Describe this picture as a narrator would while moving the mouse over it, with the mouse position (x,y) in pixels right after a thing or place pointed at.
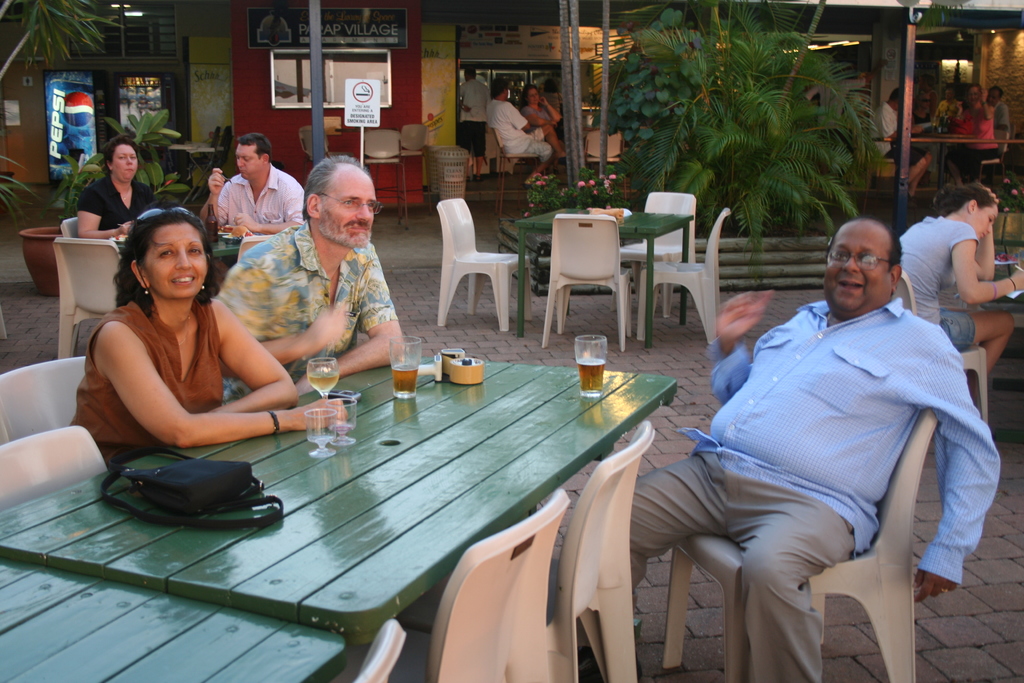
There are people (295,312) sitting around the table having drinks (394,371). There are plants (724,105) over the background (724,189) and sign board (366,108) of no smoking zone and there is a store (436,75) in the behind and refrigerator (66,114) which says pepsi on it.
